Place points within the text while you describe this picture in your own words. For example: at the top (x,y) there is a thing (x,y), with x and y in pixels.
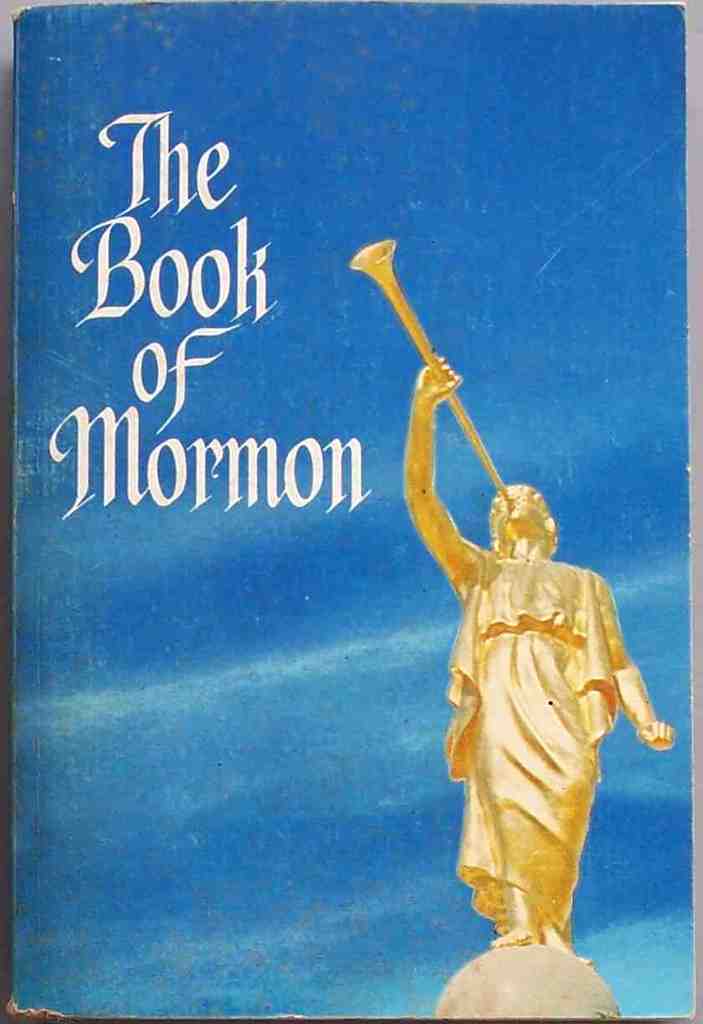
In this picture we can see cover page (278,407) of a book (153,494), in the book (517,602) we can find a statue (517,602) and some text (186,270).
